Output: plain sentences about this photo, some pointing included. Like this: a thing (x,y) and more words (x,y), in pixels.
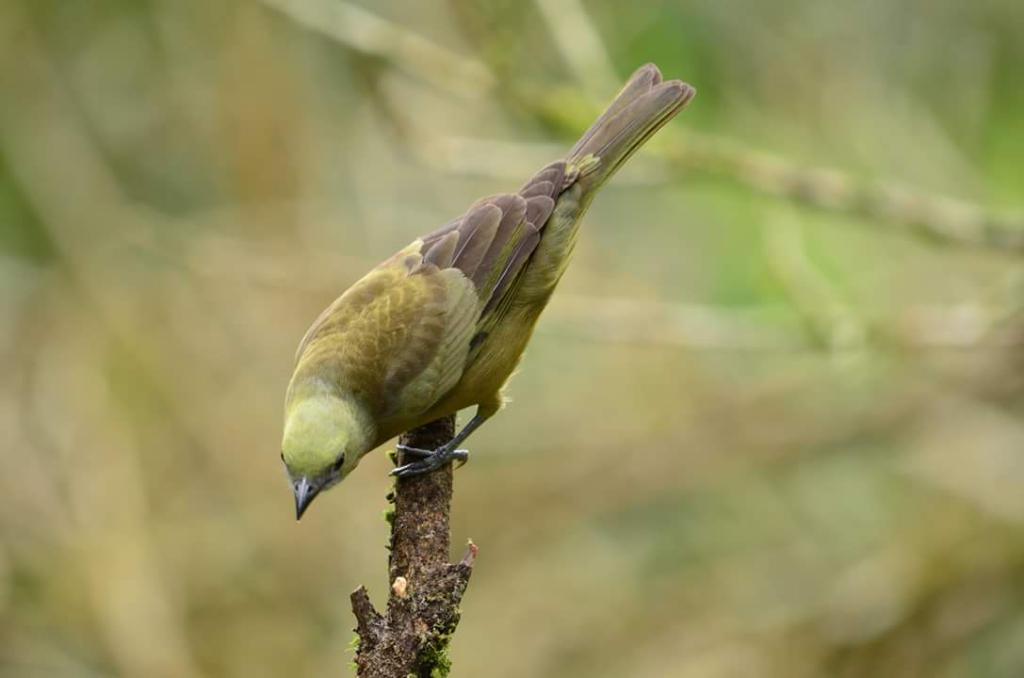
In this image there is a bird (417,385) on the stem (409,557).
